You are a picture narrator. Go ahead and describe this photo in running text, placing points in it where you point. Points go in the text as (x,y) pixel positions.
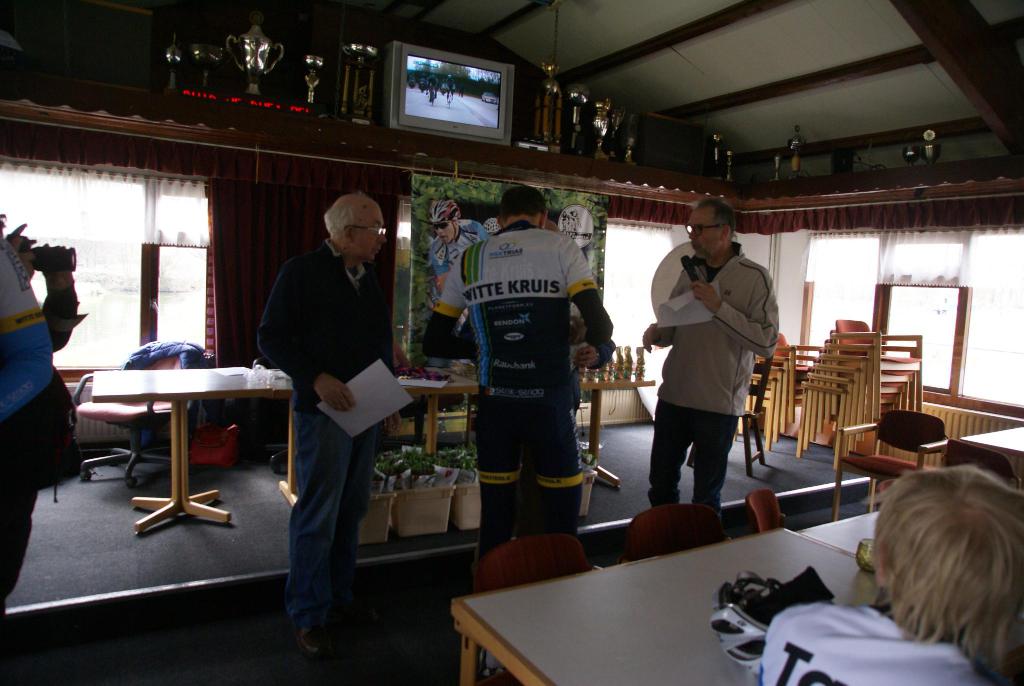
Two men (308,335) and a sports man (522,419) are standing. They are looking at something. There are trophies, a television (453,94) arranged below the roof (646,104). There are some chairs (846,397) at a corner. There are few people (775,651) around them.
